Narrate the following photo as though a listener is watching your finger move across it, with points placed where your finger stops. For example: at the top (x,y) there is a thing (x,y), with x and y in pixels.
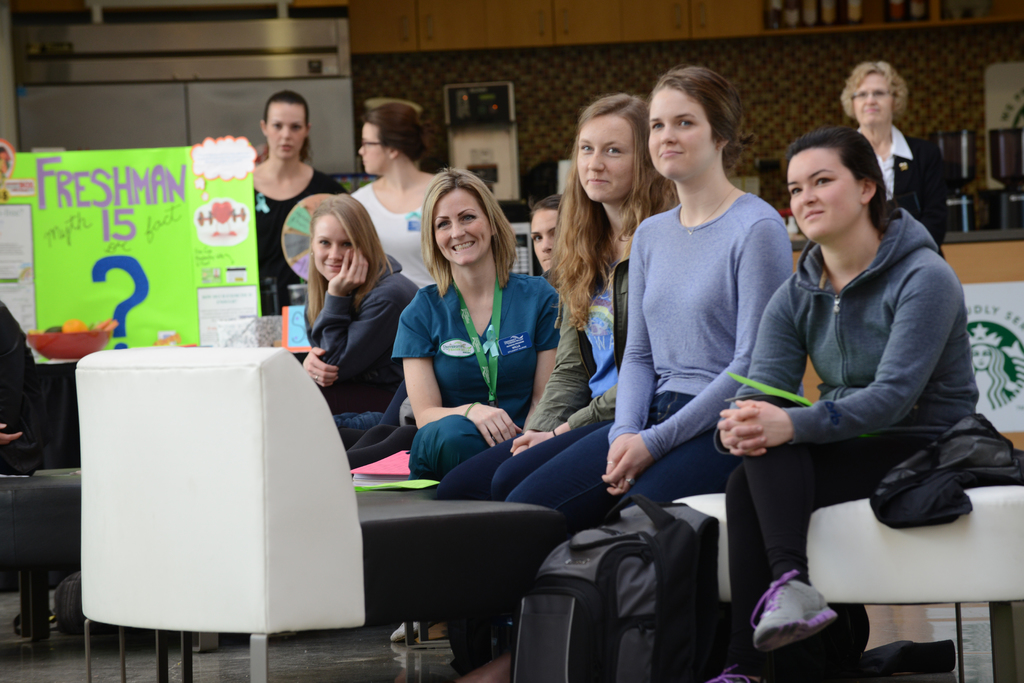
In the picture we can see some people (826,364) they were sitting on the couch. And in the center (464,313) the lady (467,313) she is smiling, and back of them they were three more people (301,134) they were standing and watching something. And in front of them there is a backpack (604,598) and back of this people (732,116) there is a wall (457,54) with cupboards (520,19) and some sign boards (138,295).
